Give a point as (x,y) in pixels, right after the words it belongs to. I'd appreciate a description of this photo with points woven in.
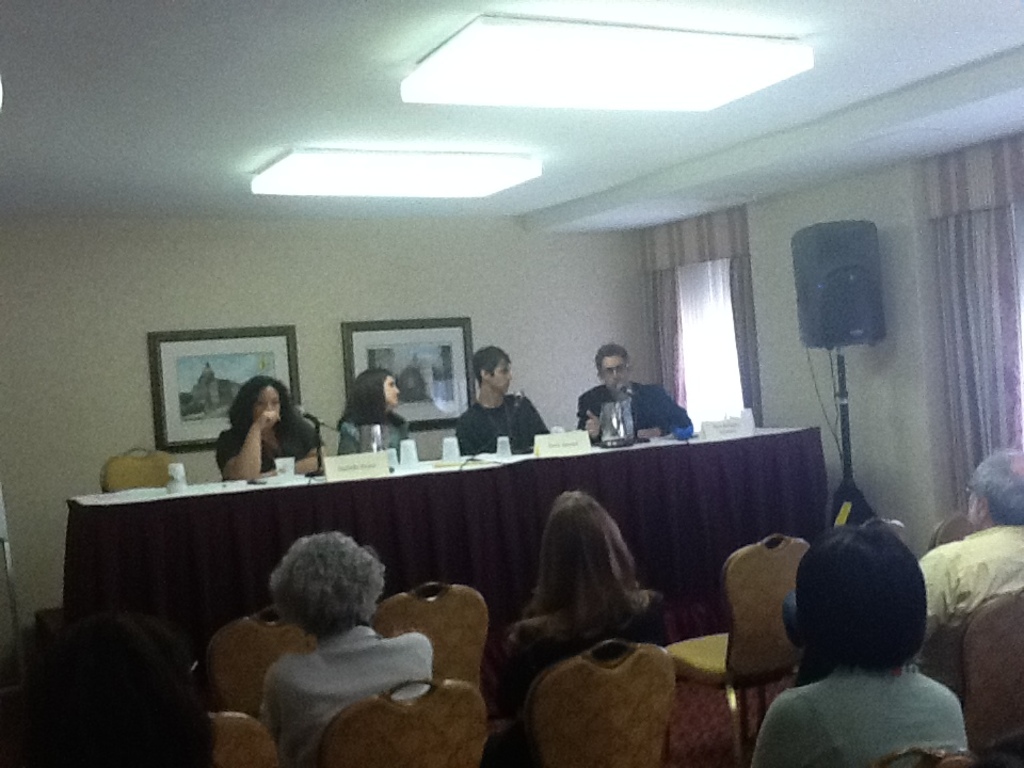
In this image, I can see groups of people (482,398) sitting on the chairs (592,695). This is a table (261,516) covered with a cloth (204,528). I can see the glasses (285,473), name boards (554,449), mikes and few other objects (629,407) on it. There are two photo frames (263,362), which are attached to a wall (237,299). I think these are the curtains (946,284) hanging. This looks like a speaker (848,321) with a stand (850,440). These are the ceiling lights (469,170), which are attached to the ceiling (329,44).
